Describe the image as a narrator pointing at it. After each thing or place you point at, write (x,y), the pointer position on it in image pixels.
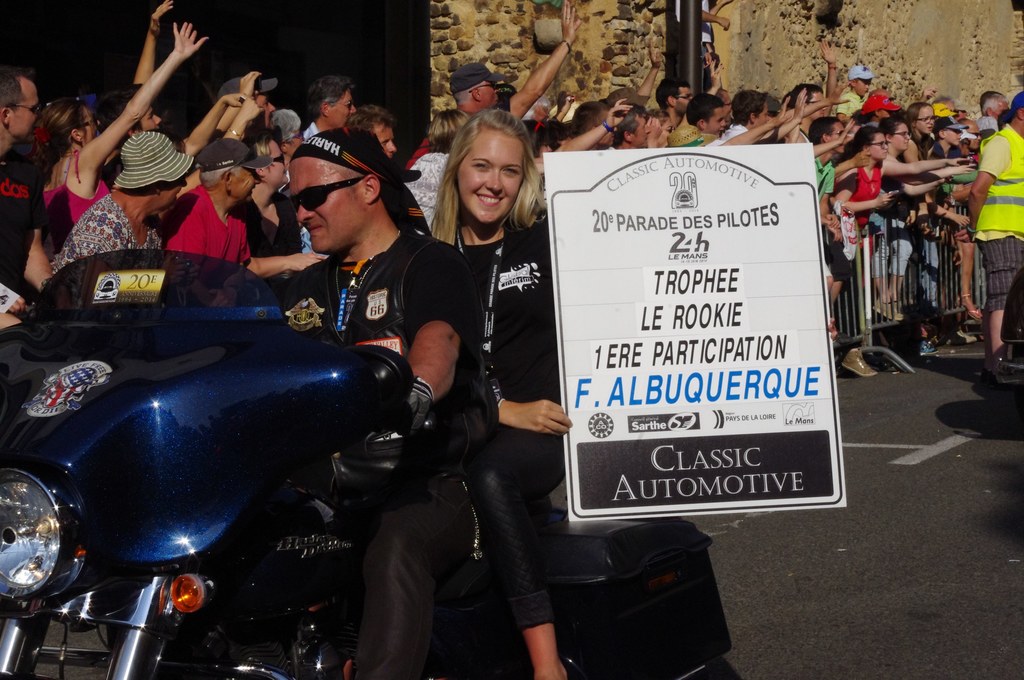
In this image i can see a man (458,275) and a woman (481,282) on a bike (319,375), a woman (533,337) is holding a board (618,344) and at the back ground (576,127) i can see few people (563,128) standing, a pole (692,46) and a wall (726,45).
